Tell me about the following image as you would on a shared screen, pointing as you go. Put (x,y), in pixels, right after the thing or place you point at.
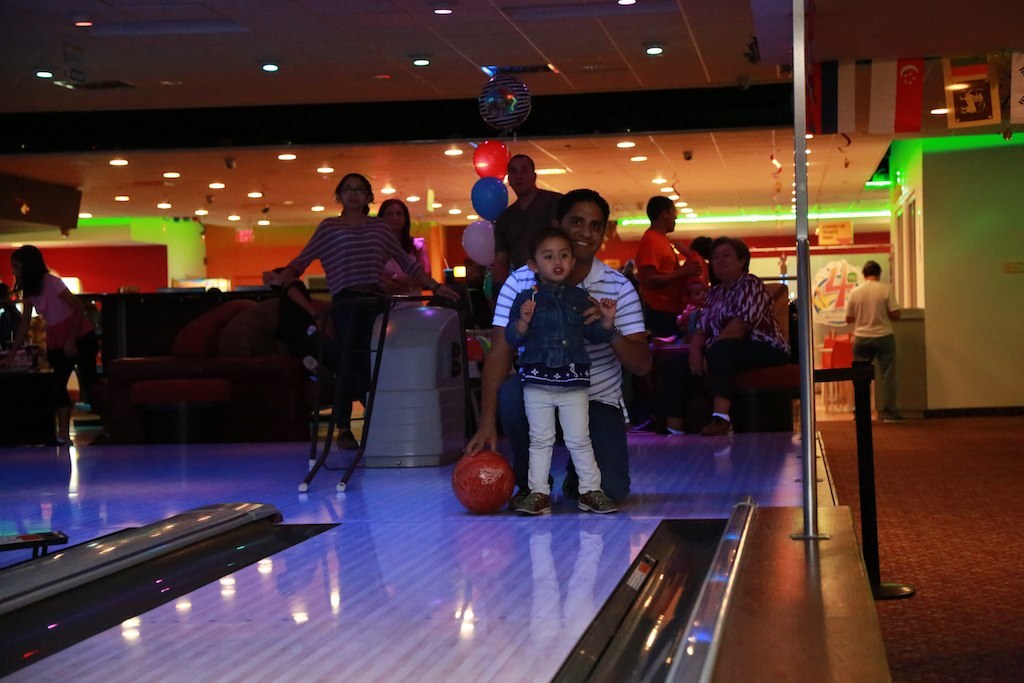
As we can see in the image there are group of people (511,285), wall (989,391), lights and ball (492,476).
